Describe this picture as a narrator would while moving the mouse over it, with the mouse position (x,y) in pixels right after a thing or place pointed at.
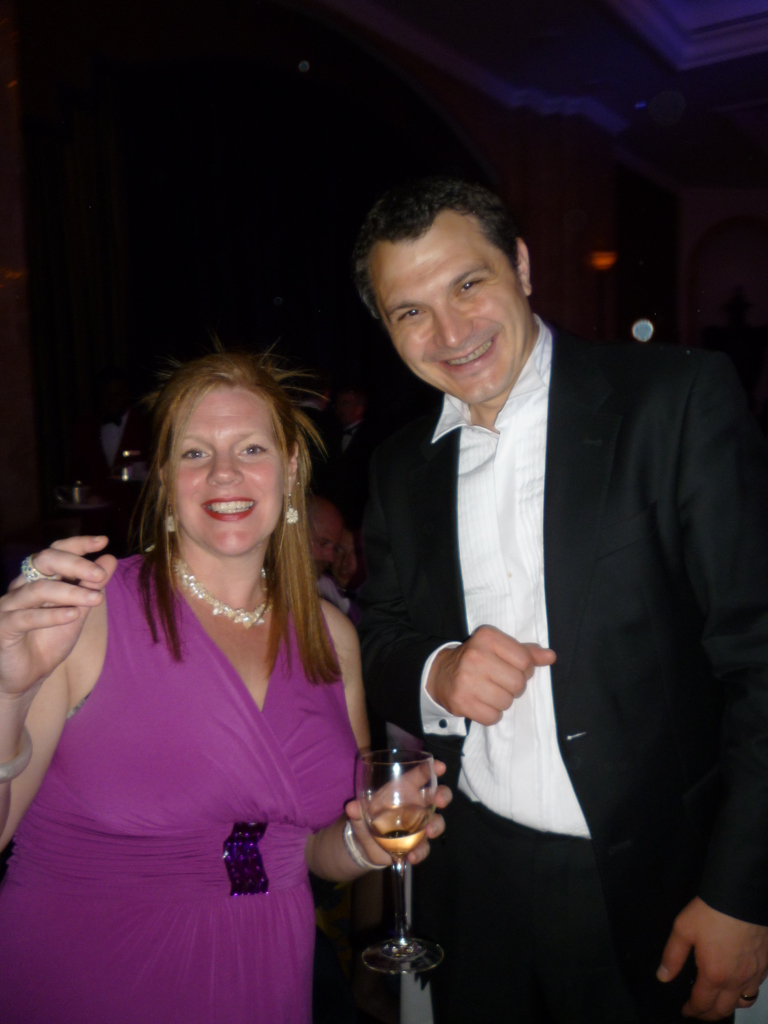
In this picture there are two persons (462,623) standing, In the left side (102,739) there is a woman (153,655) she is standing and holding a glass (396,826) which contain wine (400,837), In the right side (691,817) there is a man (667,526) standing and he is smiling.
